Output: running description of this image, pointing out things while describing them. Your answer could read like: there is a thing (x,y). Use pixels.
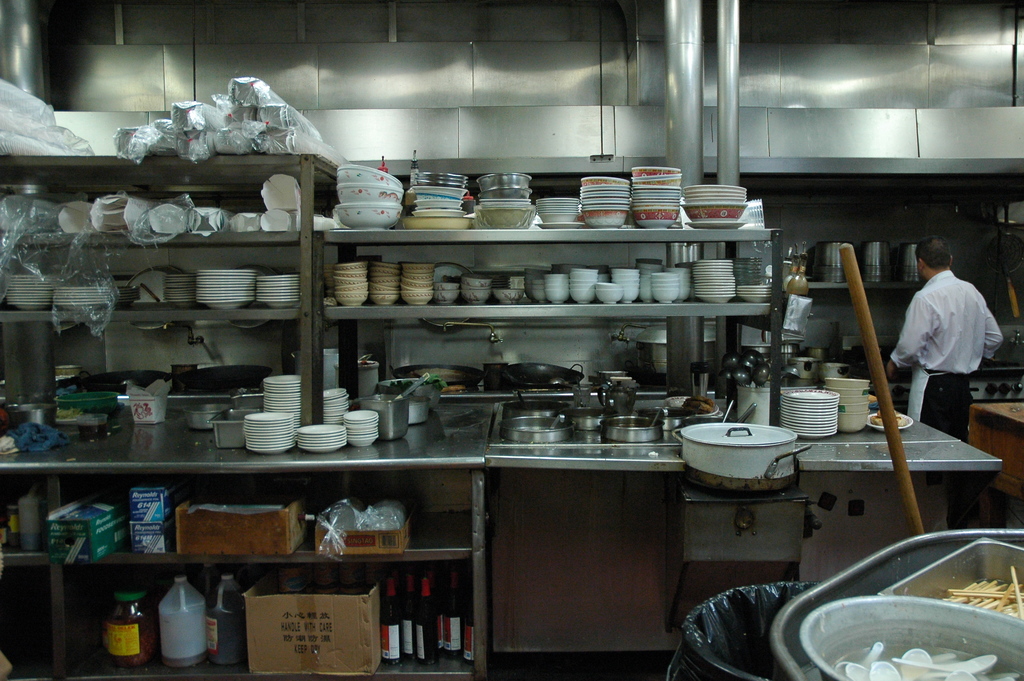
In this image we can see a person (965,283) on the right side of the image (909,343) and in front of him there is a rack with some objects (878,253). We can see the shelves (401,240) with objects (136,278) like bowls (621,215), plates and some crockery items (642,186) and some other things (128,627) and we can see the taps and we can see some bottles (176,634) and cardboard boxes (339,625).
